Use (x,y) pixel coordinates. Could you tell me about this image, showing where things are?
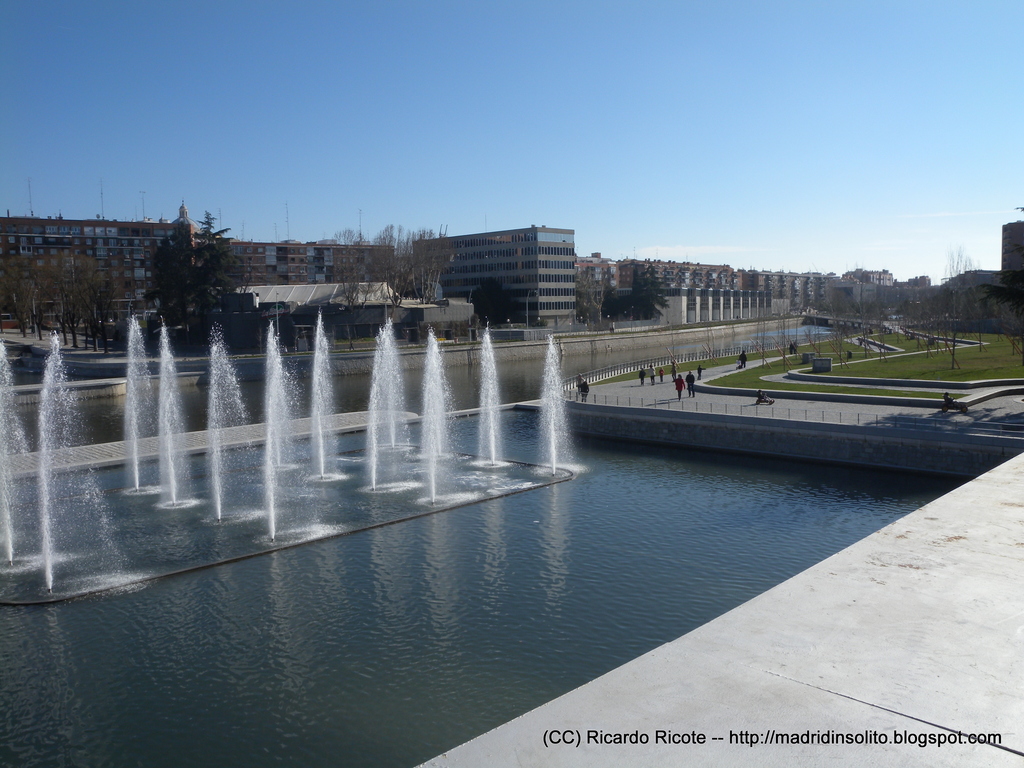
In this image, we can see a water fountains (555,461), walkway (647,403), grass (969,359). Background (655,124) there are so many trees (580,311), buildings (482,277) and sky (481,121). Right side (847,740) bottom of the image (730,738), we can see a watermark (734,745).
